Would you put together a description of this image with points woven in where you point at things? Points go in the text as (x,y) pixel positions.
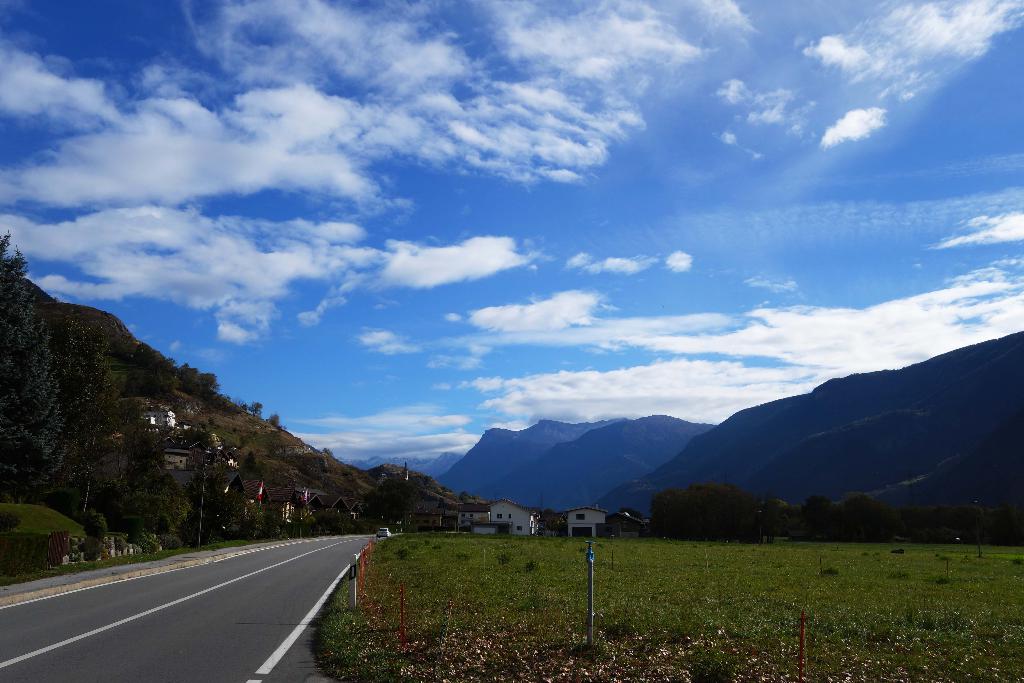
In this image we can see road (236,675), fencing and grassy land (533,624). We can see houses (509,521), mountains (462,461) and trees (92,417) in the background (102,418). The sky (638,206) is in blue color with clouds (251,112).
